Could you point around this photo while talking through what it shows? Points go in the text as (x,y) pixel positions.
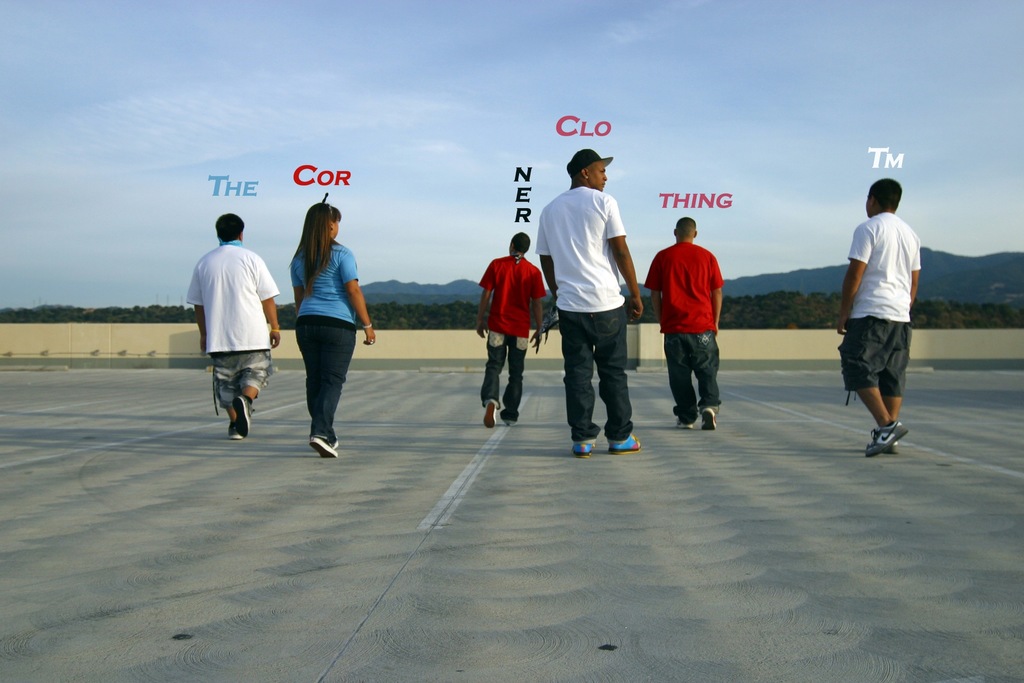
In this picture we can see a group of people (705,368) walking and a person (589,362) is standing on the walkway (707,471). In front of the people (494,327) there is a wall (765,346), trees (391,318), hills (434,298) and the sky (330,122). On the image there are watermarks (230,186).
